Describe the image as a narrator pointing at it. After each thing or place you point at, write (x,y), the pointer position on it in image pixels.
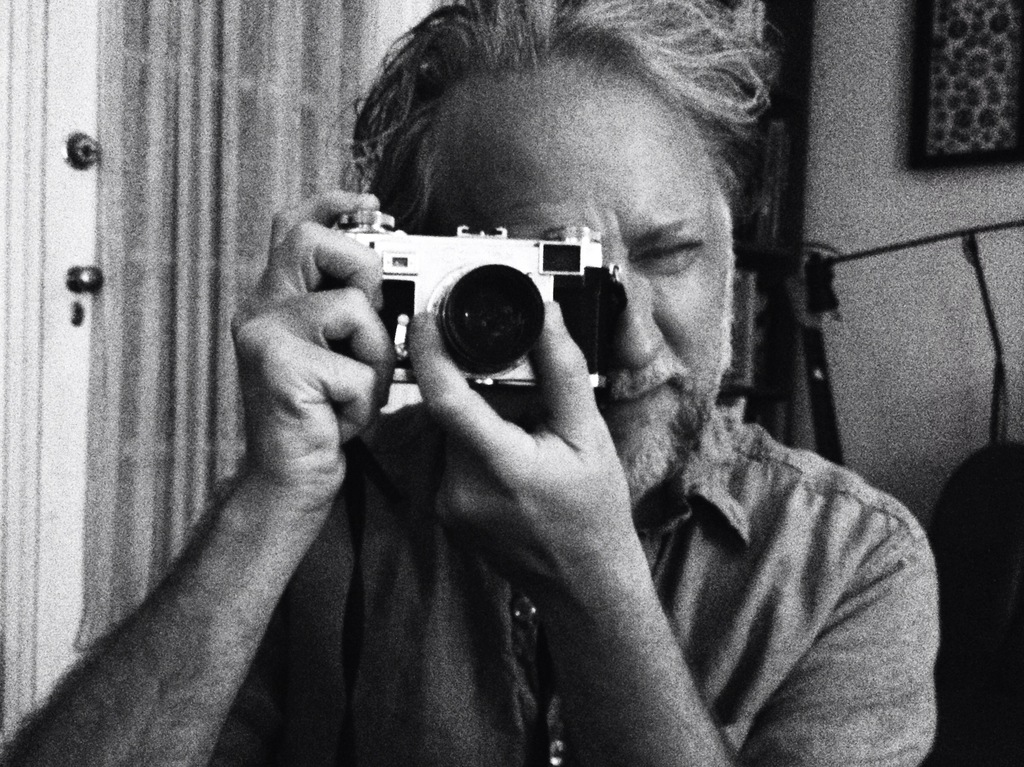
A man (537,13) is taking picture with a camera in his hand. There is a door (84,305) in the background (0,475). There is a photo frame (982,137) on the wall (909,400).
